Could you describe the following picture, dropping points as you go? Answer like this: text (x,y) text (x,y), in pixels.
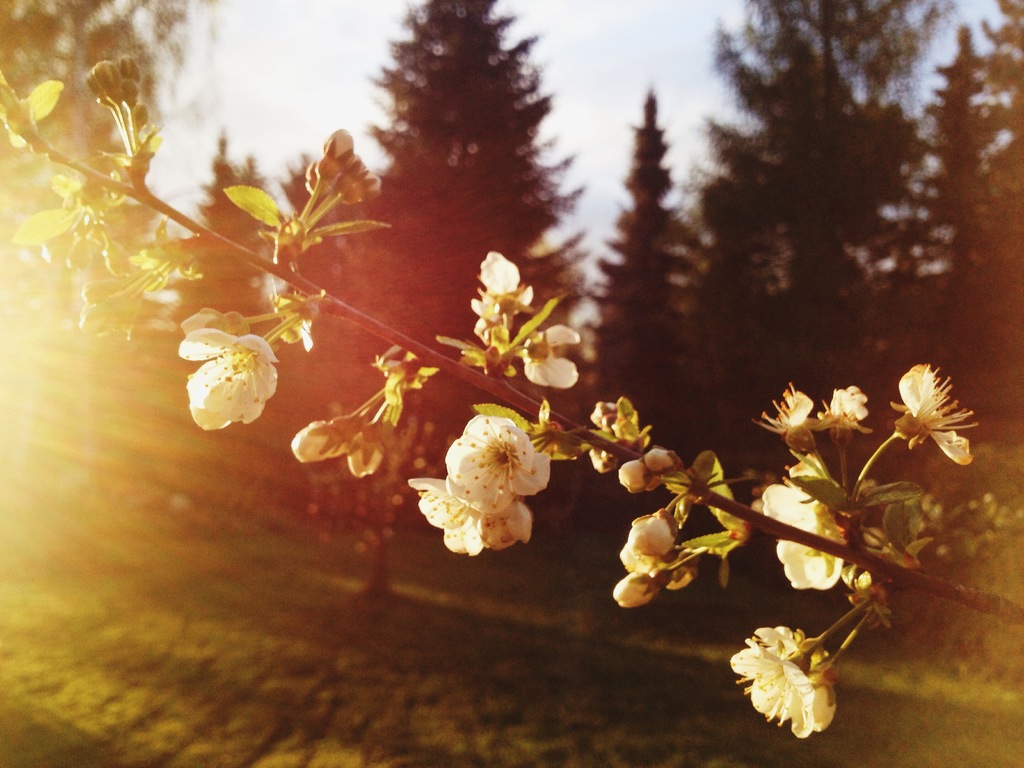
This image consists of flowers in white color. At the bottom (371,719), there is green grass (128,640). In the background (643,136), there are many trees (488,189). At the top (310,70), there is a sky (319,77).
